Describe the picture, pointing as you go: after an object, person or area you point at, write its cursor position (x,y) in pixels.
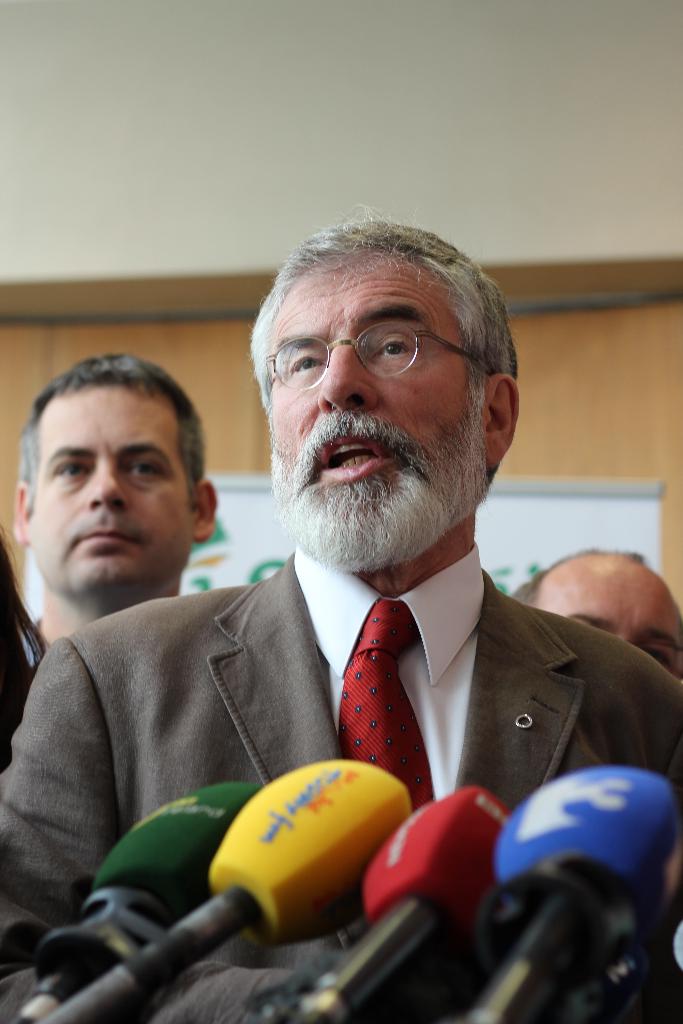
In front of the image there are mikes (407,844). There are people (456,355). In the background of the image (641,477) there is a board (605,520) and there is a wall (619,367).
